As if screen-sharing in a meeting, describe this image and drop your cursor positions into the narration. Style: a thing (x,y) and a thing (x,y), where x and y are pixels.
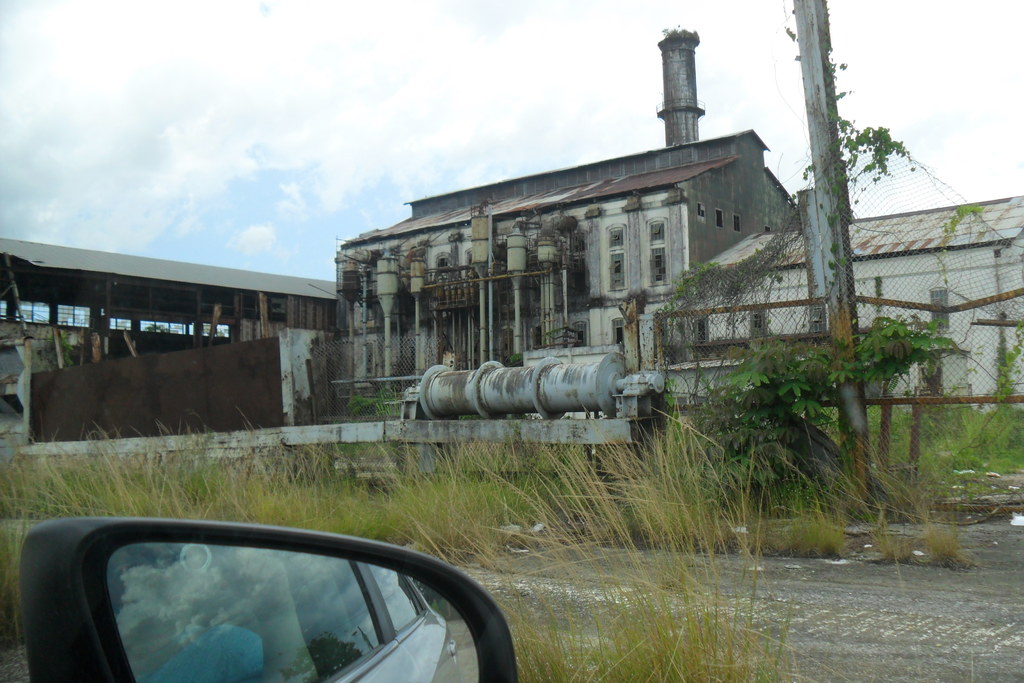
In this image I can see in the left hand side (288,658) bottom there is the mirror (317,638) of a vehicle (304,628). In the middle (486,377) there are machines (539,397), it looks like a factory (660,301). At the top (499,88) it is the cloudy sky (499,98).
